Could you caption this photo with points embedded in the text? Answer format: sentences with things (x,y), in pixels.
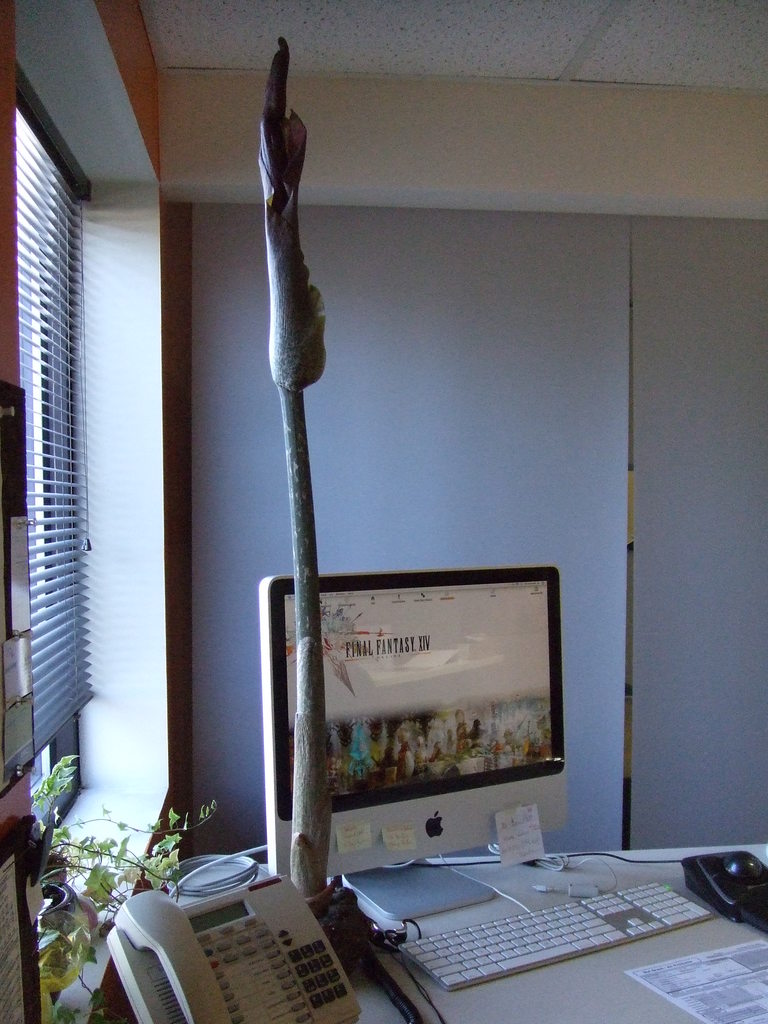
In this image there is a table (569,996) towards the bottom of the image (710,966), there is a paper (726,976) on the table (683,950), there is a keyboard (586,920) on the table (532,977), there is a monitor (481,828) on the table (463,864), there is a telephone (255,929) on the table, there is a wire (243,873) on the table (662,871), there are objects (733,912) on the table (626,954), there is a flower pot (78,913) towards the left of the image (67,900), there is a plant (62,767), there are objects (24,761) towards the left of the image (13,761), there is a window (47,763), there is a blind (38,541), there is a wall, there is a roof (247,31) towards the top of the image (424,23).
